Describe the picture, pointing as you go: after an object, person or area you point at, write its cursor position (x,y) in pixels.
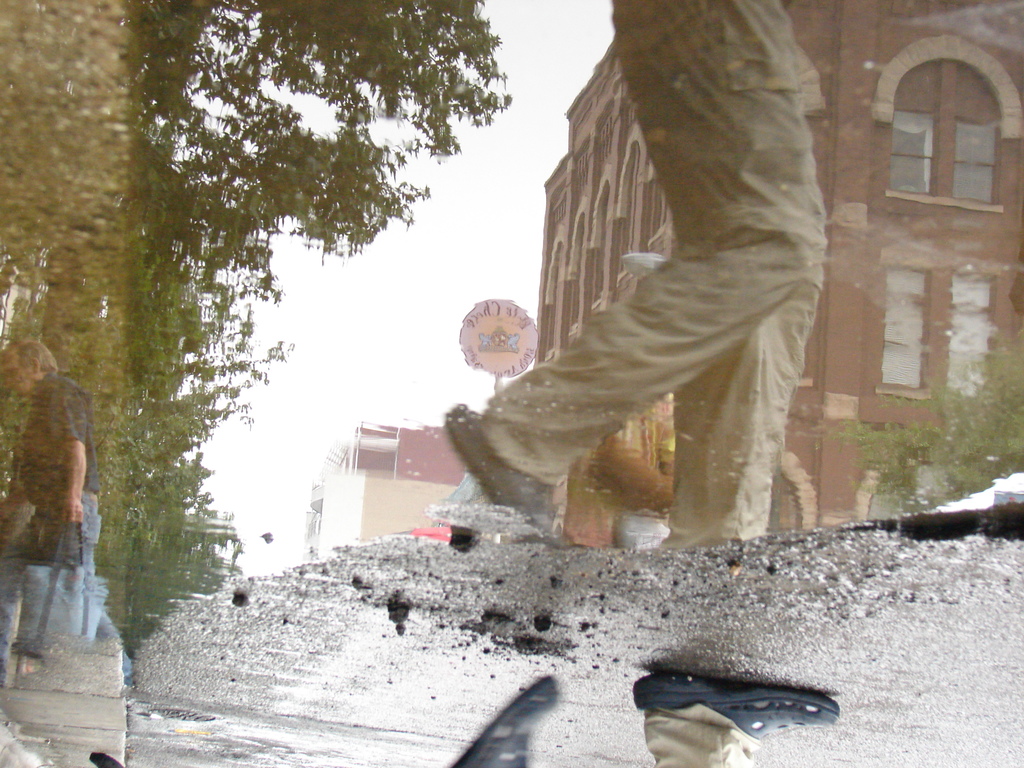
In this image, I can see the water (334,496) on the road (710,616). There is a reflection (245,545) of people (597,437), buildings (365,501), name board (481,361) and trees (249,48) on the water (369,509).
